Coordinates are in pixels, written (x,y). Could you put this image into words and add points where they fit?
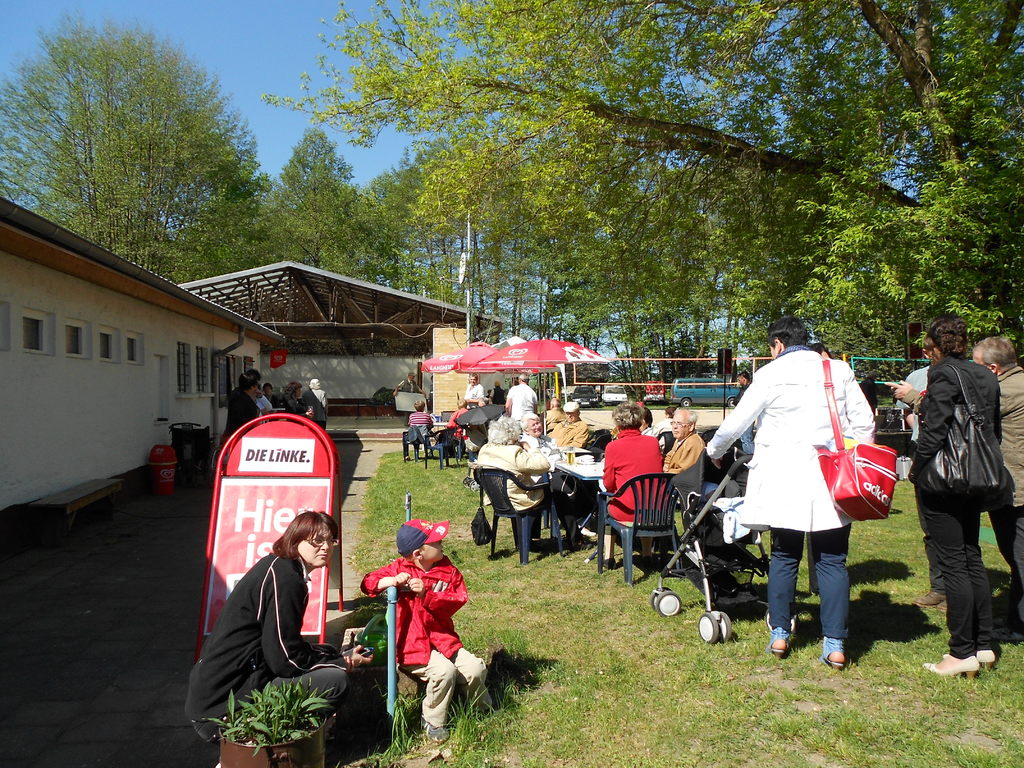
In this image we can see people (536,437) sitting on the chairs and tables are placed in front of them. On the tables (592,467) we can see cutlery (581,461) and beverage tumblers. In addition to this there are people (953,539) standing on the ground (756,686) and one of them is holding a baby pram (710,531), people (404,663) sitting on the pavement (165,532), advertising boards (225,529), bins (171,486), benches (103,491), sheds (322,309), trees (510,233), poles (468,296), motor vehicles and sky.
